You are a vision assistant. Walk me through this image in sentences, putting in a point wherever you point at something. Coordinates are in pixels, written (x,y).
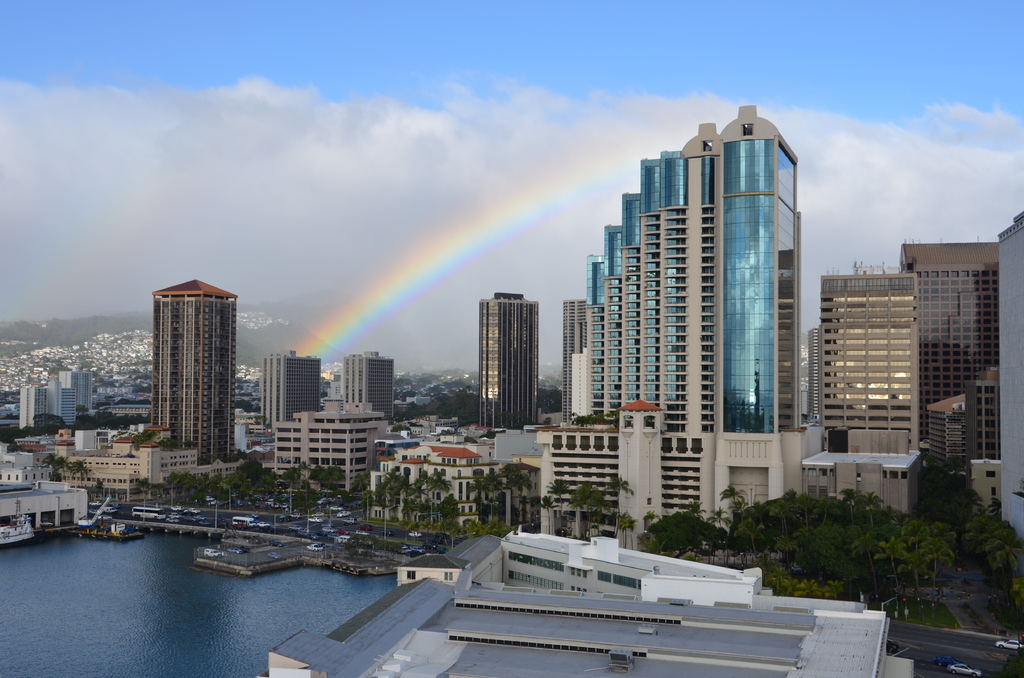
In this picture, we can see a few buildings (526,425) with windows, and we can see trees (316,498), bridge (334,553), boats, and a few vehicles (256,525), we can see rainbow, and the sky (369,230) with clouds (529,155).
